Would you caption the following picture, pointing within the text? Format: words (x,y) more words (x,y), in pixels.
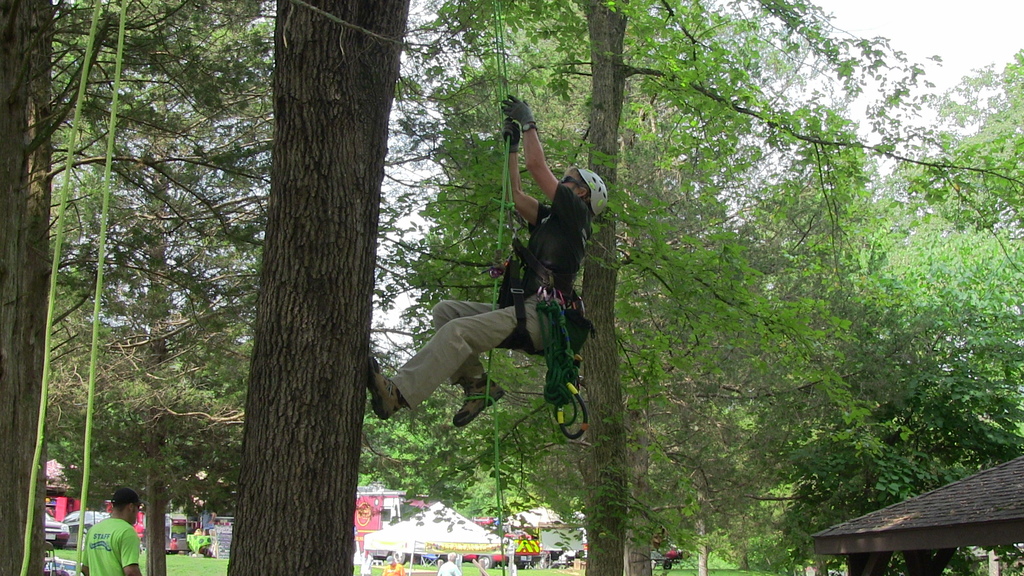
In this picture I can observe a man (500,325) in the middle of the picture (536,329), climbing a tree (330,204), holding a rope (495,298) in his hands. In the bottom of the picture (458,534) I can observe white color tent (446,523). In the background (446,503) there are some trees (671,206) and sky (918,18).
